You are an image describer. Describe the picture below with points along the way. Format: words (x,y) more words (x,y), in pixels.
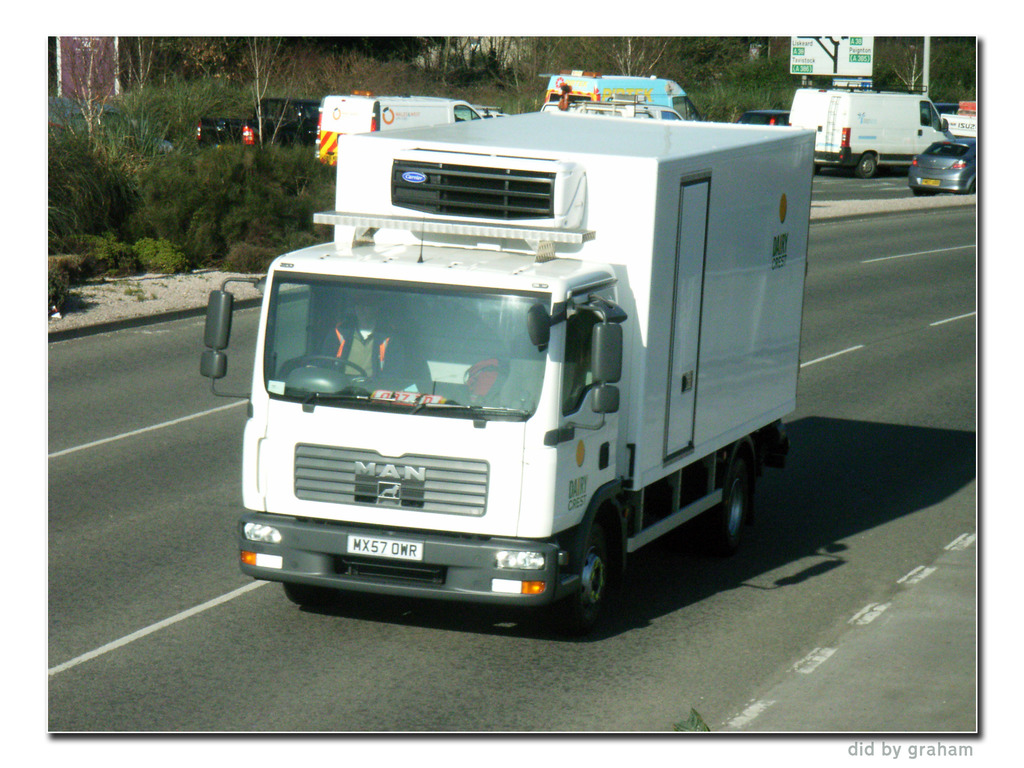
In the foreground of the image (621,293) we can see a person (371,359) sitting in a vehicle (509,407) placed on the ground (700,586). In the background (965,166), we can see group of vehicles (918,157) parked on the road (853,188), a group of trees (716,94), sign board (819,60) with the text (852,57) and in the bottom (869,748) we can see some text (906,745).
